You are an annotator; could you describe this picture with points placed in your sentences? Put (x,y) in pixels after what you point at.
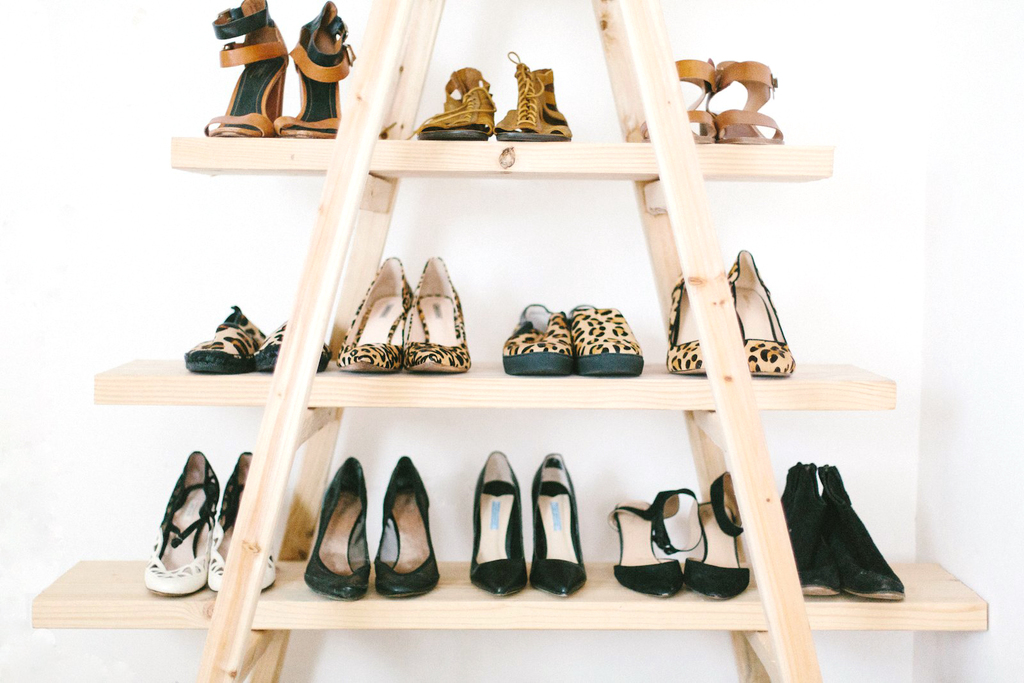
In this picture I can see pairs of heels (205,520) on the racks (326,192), and in the background (517,230) there is a wall (595,188).
